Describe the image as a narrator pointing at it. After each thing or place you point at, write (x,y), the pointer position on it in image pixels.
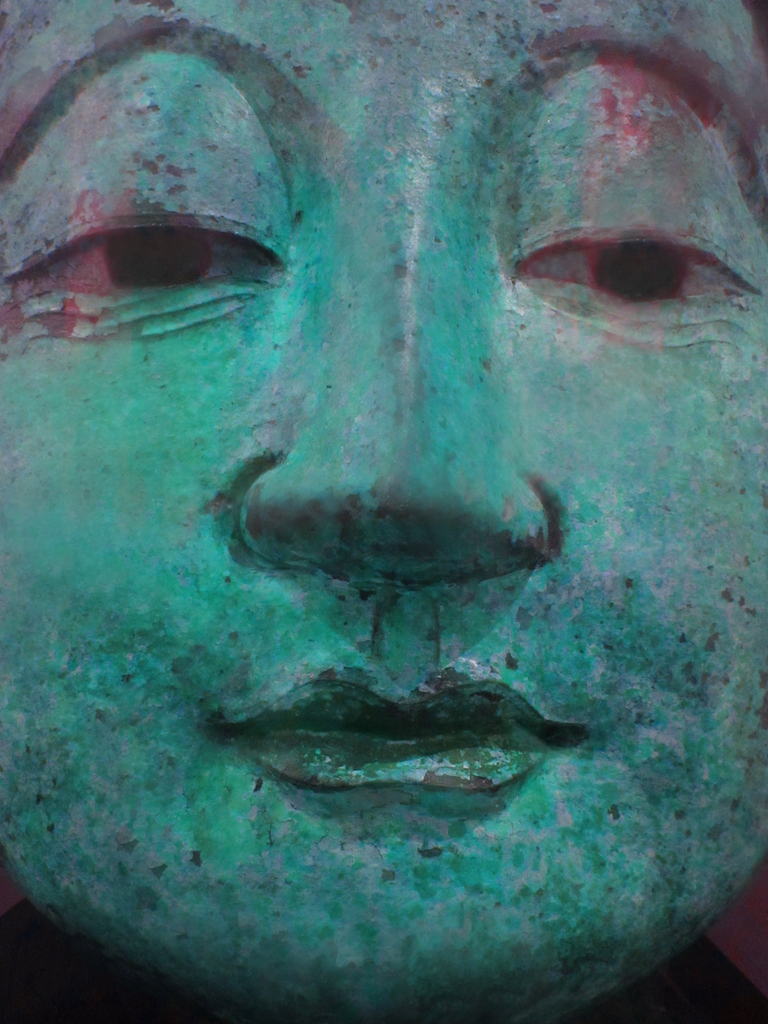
This image consists of a sculpture (206,763). It looks like a real image. It is in green color.
